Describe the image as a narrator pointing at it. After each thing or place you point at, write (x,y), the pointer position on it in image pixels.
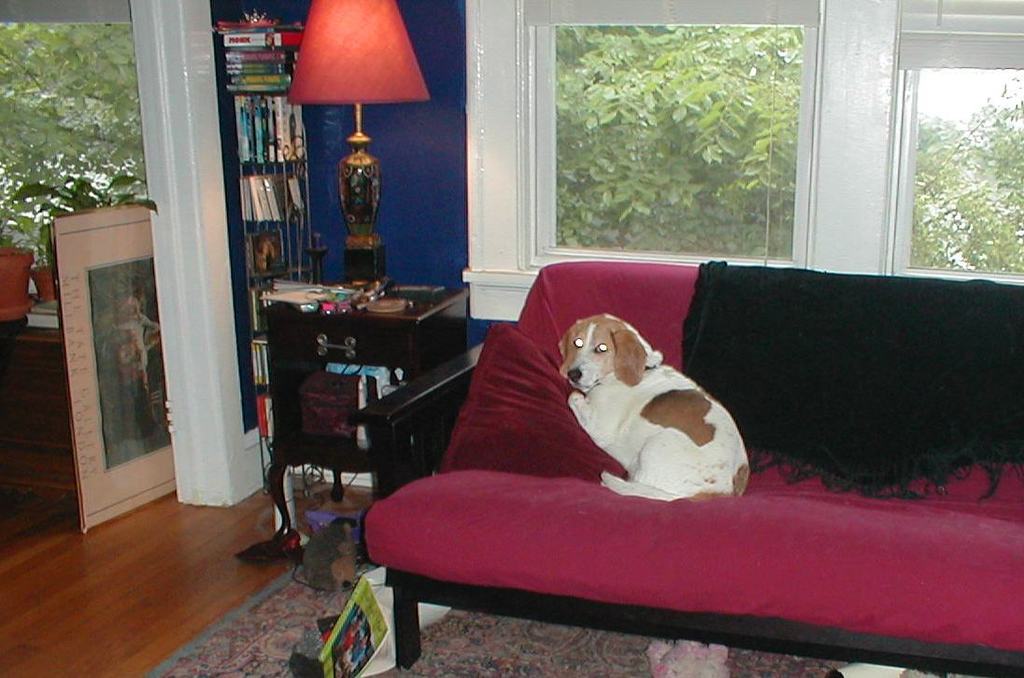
In this picture we can see the inside view of a room (610,449). There is a dog (591,432) on the sofa (547,483). This is floor (130,600), and there is a lamp (371,45) on the table (355,285). Here we can see some trees (736,162) from the window (669,176). And these are the plants (123,203) and there is a frame (147,450).
